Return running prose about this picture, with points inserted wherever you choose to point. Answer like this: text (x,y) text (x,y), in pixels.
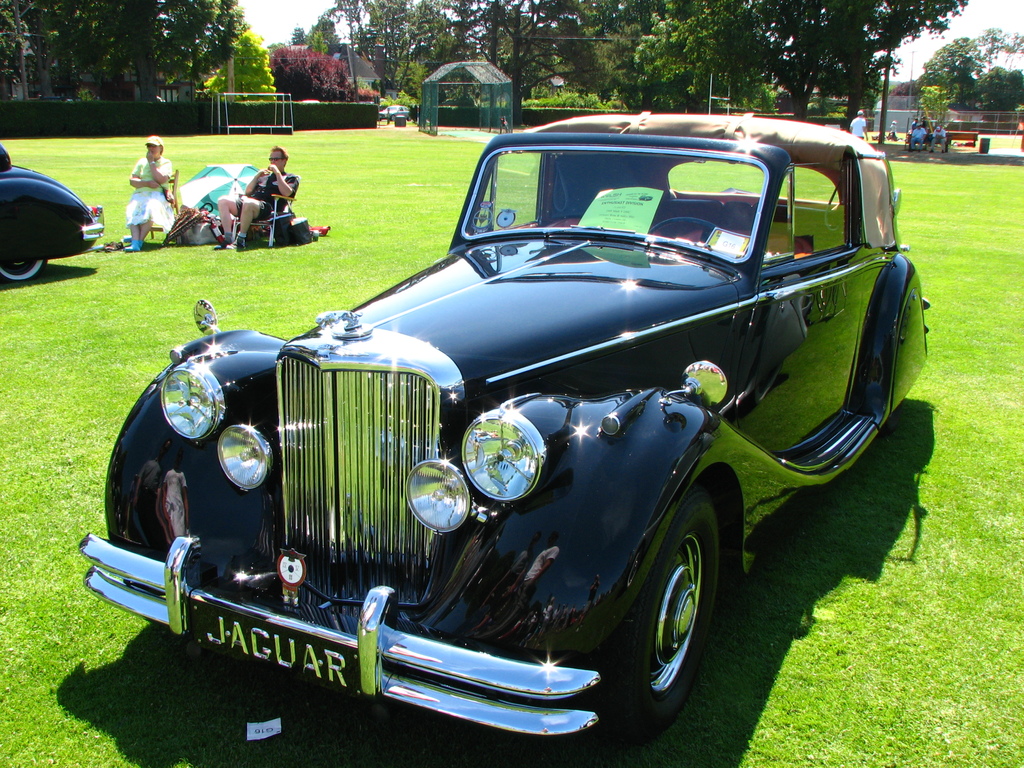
In this image, we can see a black car (647,474) is placed on the grass (858,682). On the left side (18,237), we can see a vehicle (37,266). Two people (151,215) are sitting on the chairs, some objects (186,214). Background we can see so many trees (664,103), shed (488,100), poles (716,96). Here we can see few people (858,127) and sky (300,27).
